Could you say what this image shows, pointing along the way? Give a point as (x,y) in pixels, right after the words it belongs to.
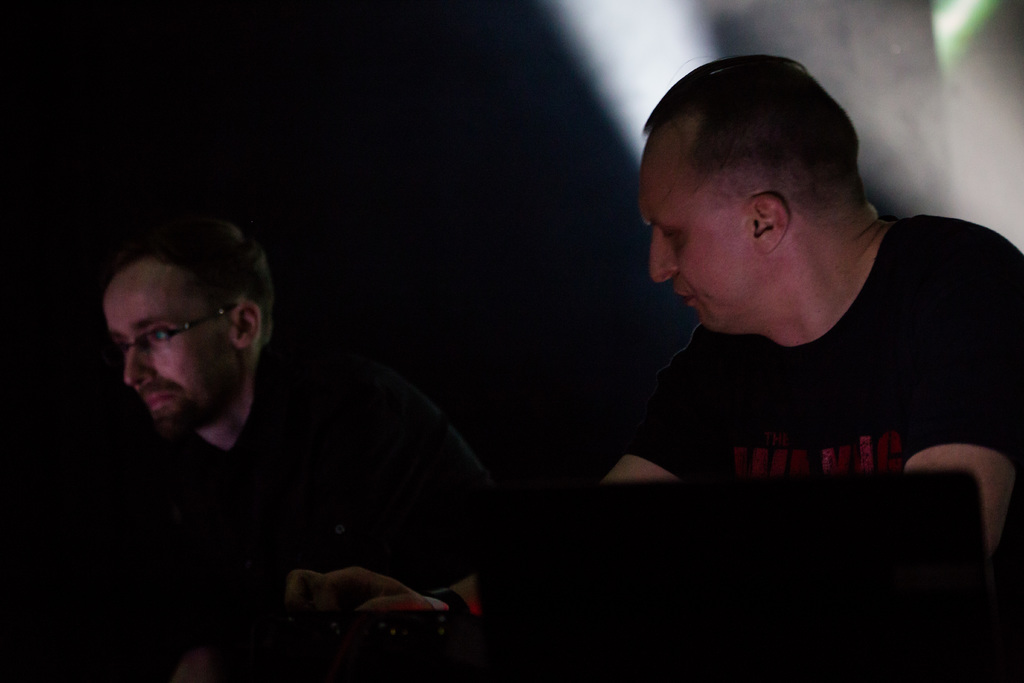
In this image we can see a man (213,394) wearing the glasses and we can also see another man (785,331) wearing the black color t shirt (895,339) and the background (362,156) is not clear.
